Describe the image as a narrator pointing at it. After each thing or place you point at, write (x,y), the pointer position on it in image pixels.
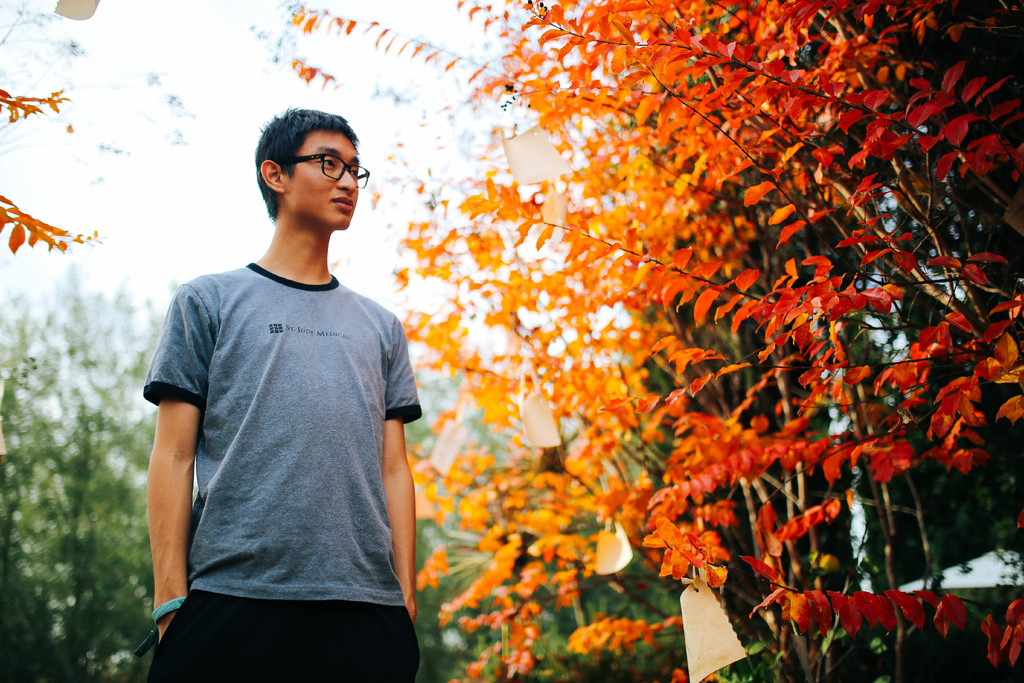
In the left side (300,144) a man (351,132) is standing, he wore a t-shirt (288,428) and a black color spectacles (328,167). In the right side (841,354) there are plants (858,332).
